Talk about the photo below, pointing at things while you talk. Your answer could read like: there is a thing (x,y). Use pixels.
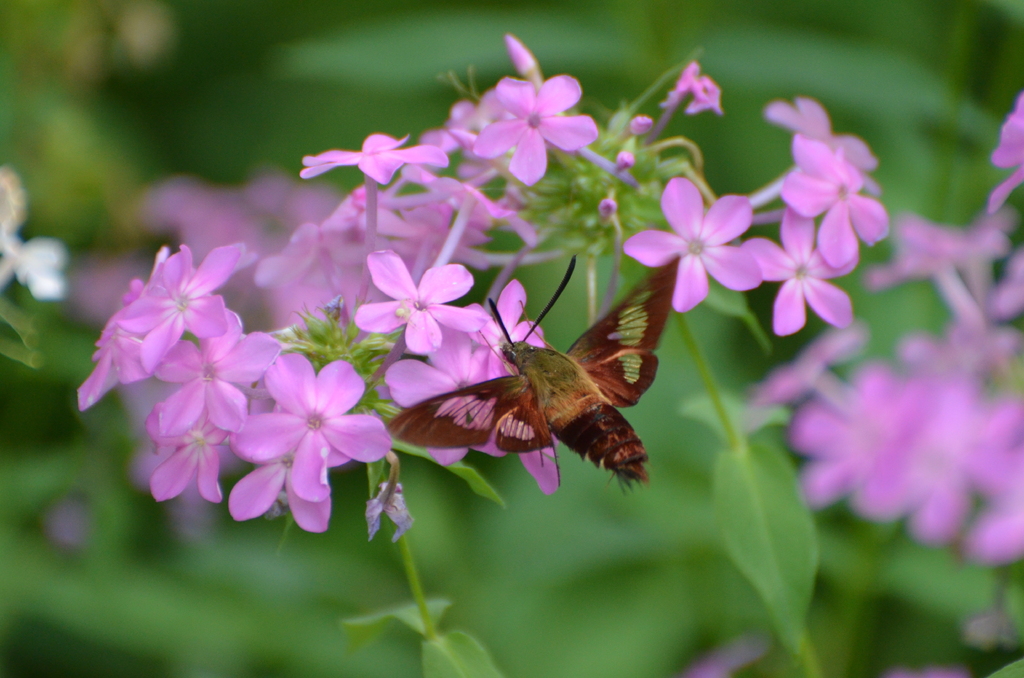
In the center of the image (389,450) there are many flowers (807,427). There is a insect (666,296). In the background of the image (579,60) there are leaves (683,357).
